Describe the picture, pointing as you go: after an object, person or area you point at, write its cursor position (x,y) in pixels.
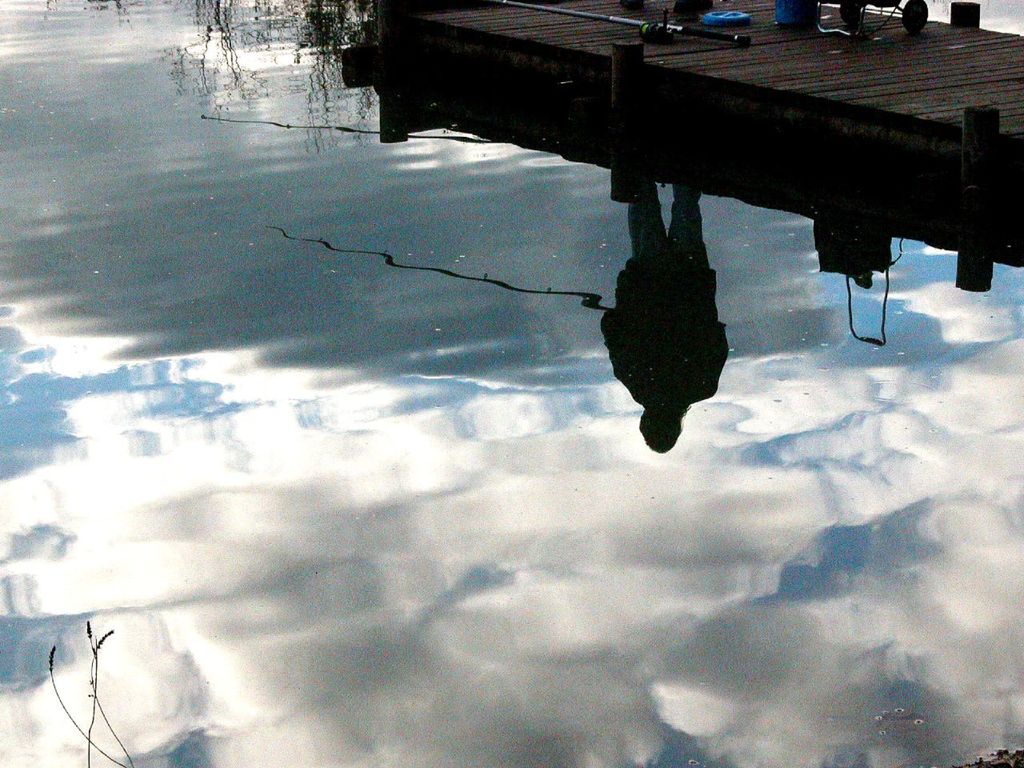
In the foreground of the picture (481,280) there is a water body (393,282). At the top (696,77) we can see a dock (727,72), on the dock (768,63) there are fishing reel (573,10), wheels (854,14) of a vehicle (850,21), person's legs (685,5) and other objects (730,19).
